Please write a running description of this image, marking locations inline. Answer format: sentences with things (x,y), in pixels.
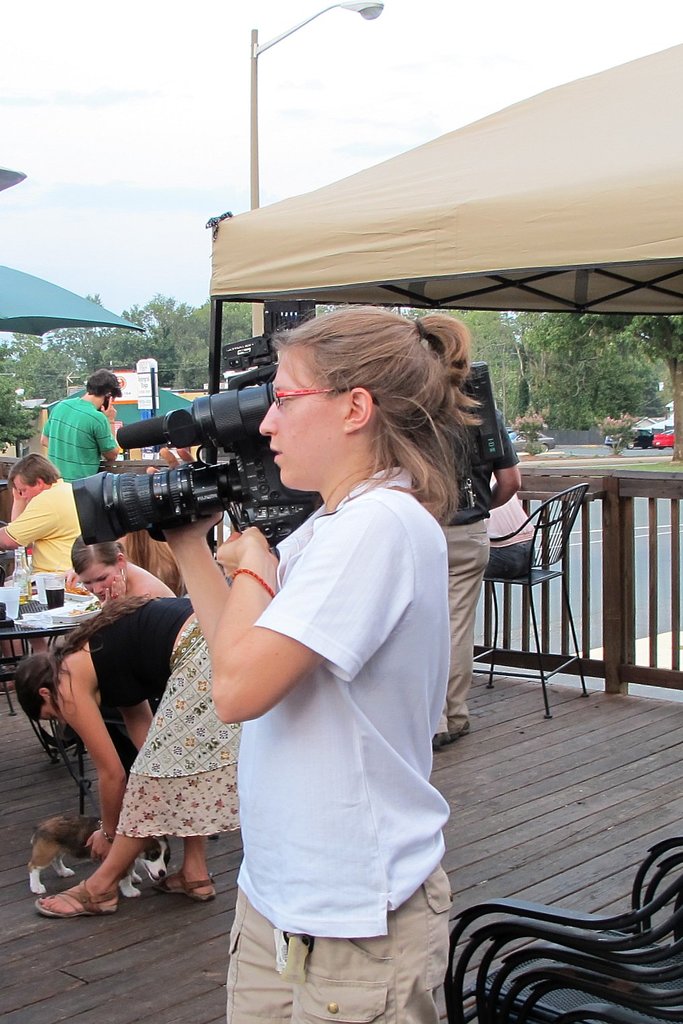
In this picture I can see a woman (310,819) holding camera (177,504) and standing, side I can see some people (103,617) are standing and some people (130,584) are sitting on the chairs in front of the table (35,612), on which I can see so many objects (54,581) are placed, background of the image (677,331) I can see some tents (40,292), vehicles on the road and some trees (543,421).
